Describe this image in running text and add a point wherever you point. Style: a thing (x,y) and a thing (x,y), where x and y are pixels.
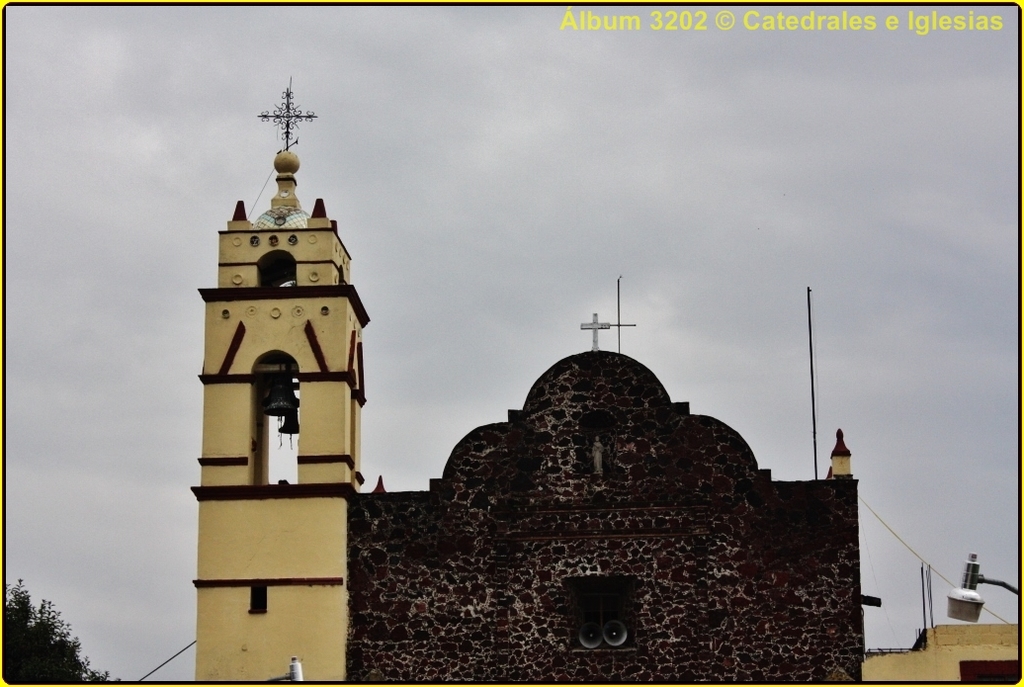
In this image there is a building (551,595) in the middle (598,448). At the top (645,55) there is the sky (637,97). On the right side (976,604) bottom there is a light (958,606). On the left side (52,627) bottom there is a tree (25,649). There is a cross symbol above the building (553,403).
